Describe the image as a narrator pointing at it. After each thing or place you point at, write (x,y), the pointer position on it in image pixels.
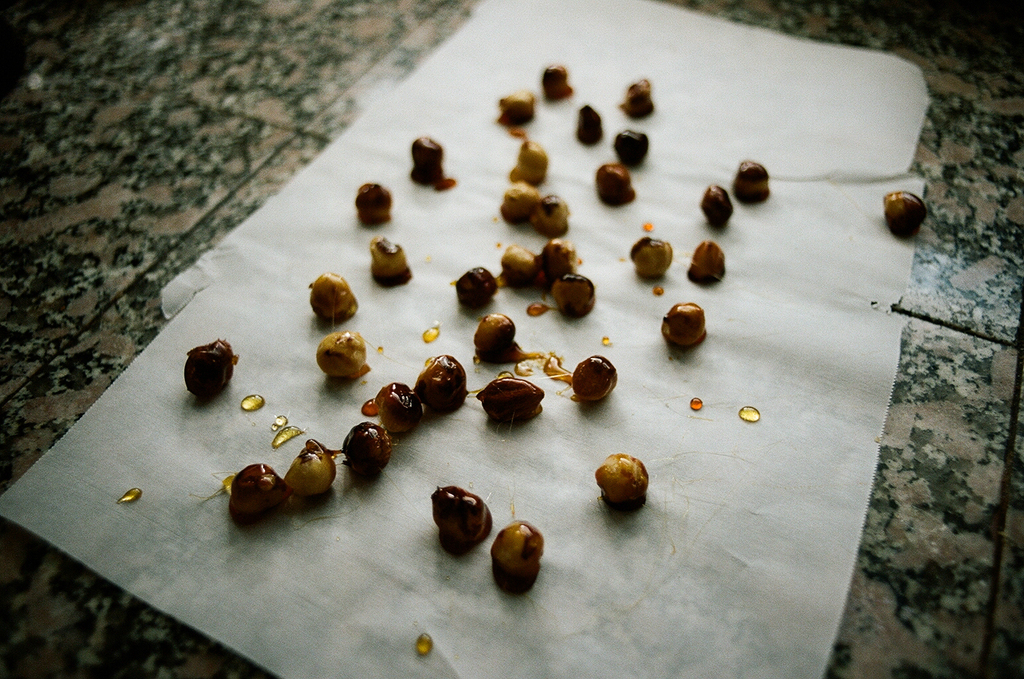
In this image we can see the hazelnuts (463,551) on the paper (406,517) which is on the floor (933,348).
